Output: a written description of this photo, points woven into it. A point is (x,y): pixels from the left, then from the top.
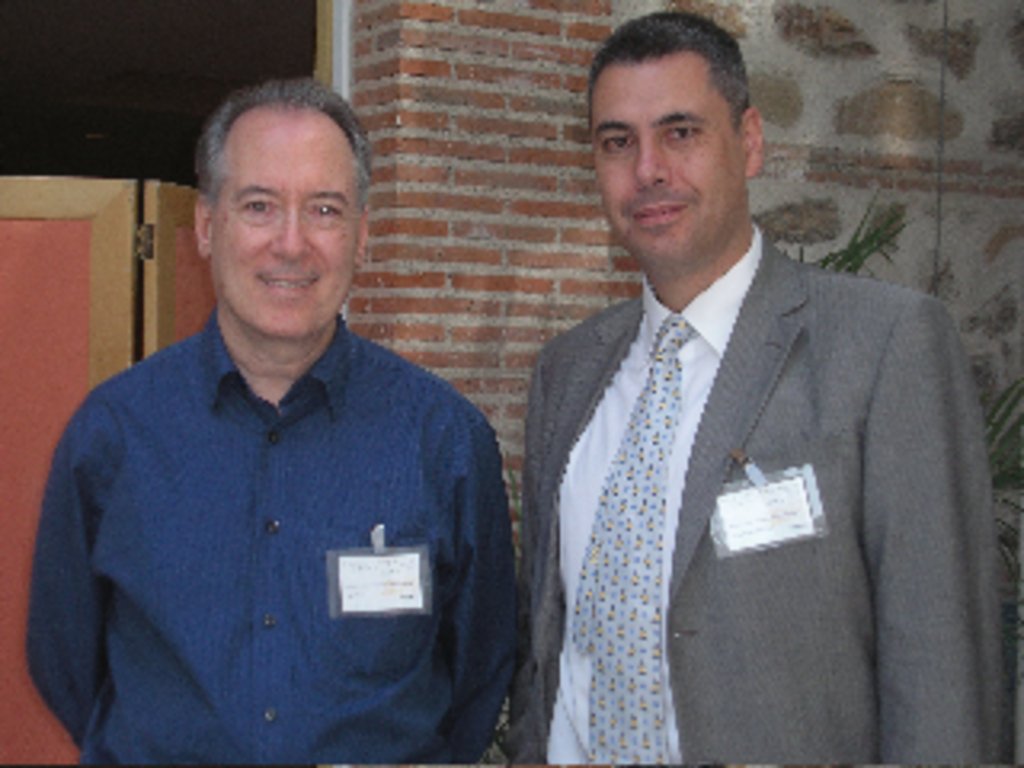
This picture shows couple of men (339,241) standing and they wear id cards (758,535) and we see a man (665,345) wore coat (727,428) and a tie (684,348) and we see a door (153,251) on the back (475,154) and a wall (400,196).
